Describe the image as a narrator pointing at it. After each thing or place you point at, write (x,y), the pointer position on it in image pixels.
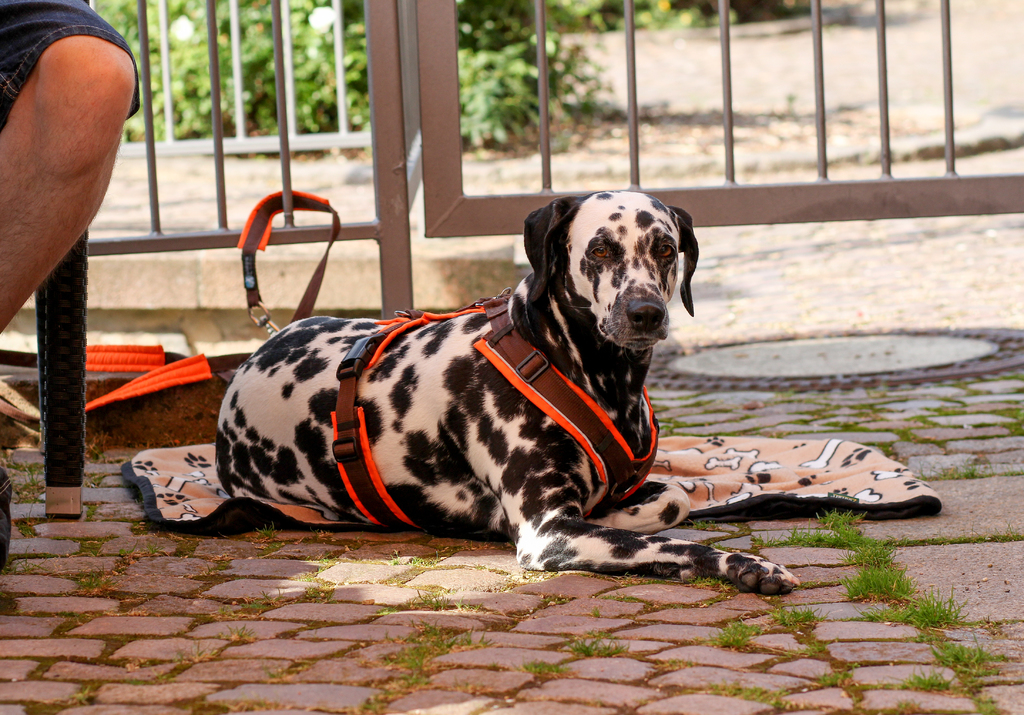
In this image we can see a dog (539,457), there are some plants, grass (427,563), fence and a cloth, also we can see a person (84,219) truncated.
